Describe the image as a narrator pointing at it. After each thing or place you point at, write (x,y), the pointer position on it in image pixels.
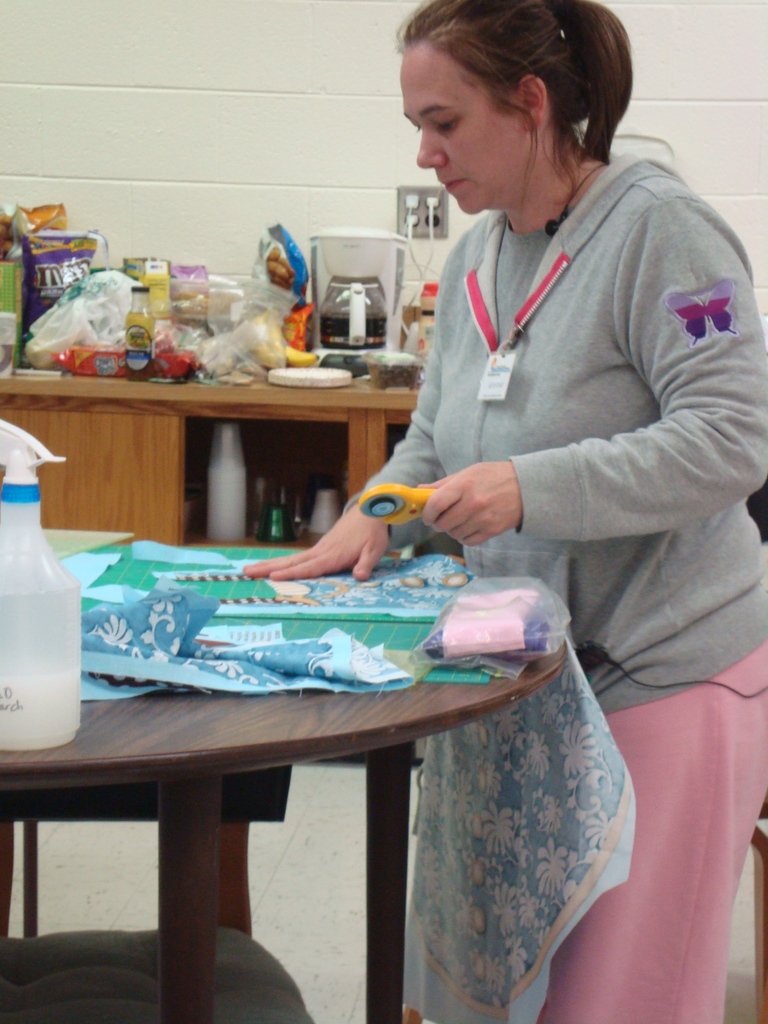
In this image I can see the person (432,128) standing in front of the table (266,746). There is a cloth (201,671) on the table (270,701). At the right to her there are some objects (245,287).
